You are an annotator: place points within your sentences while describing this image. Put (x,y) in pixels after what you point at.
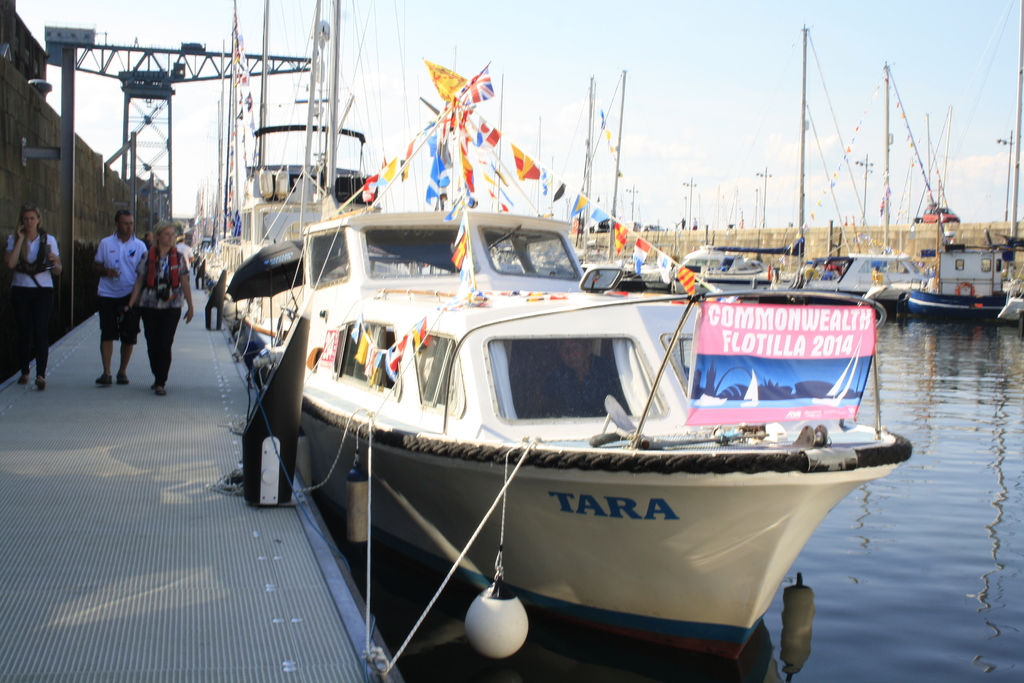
In this image I can see a port area (304,268) with the boats (643,278) parked. I can see a walkway (97,566) on the left hand side of the image (181,367). I can see three people (140,275) walking In this way. I can see a wall (110,196) beside them. I can see some metal objects (142,79) behind them. I can see the sky (672,21) at the top of the image (580,25). At the bottom of the image (628,640) I can see the water (883,581).
